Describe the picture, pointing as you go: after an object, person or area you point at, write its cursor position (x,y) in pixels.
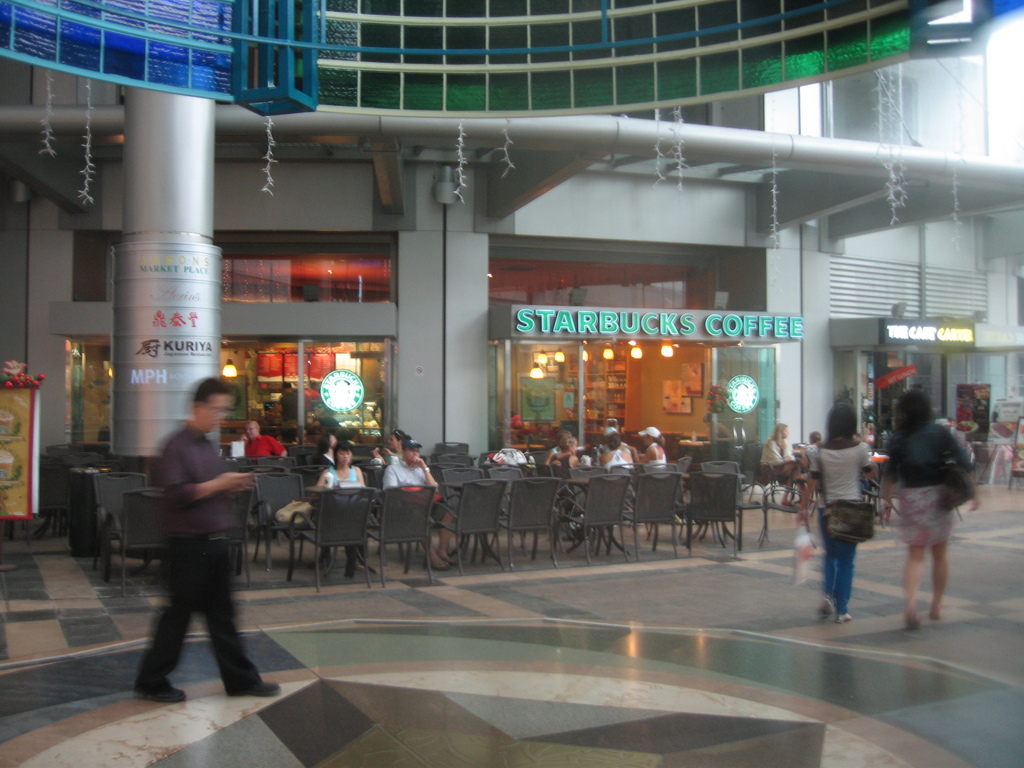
The picture is taken outside a building (299,249). There are few people (804,502) walking, few (805,451) are sitting on chairs (260,472). In the background (987,346) there are shops (326,364) in the buildings (981,357).
